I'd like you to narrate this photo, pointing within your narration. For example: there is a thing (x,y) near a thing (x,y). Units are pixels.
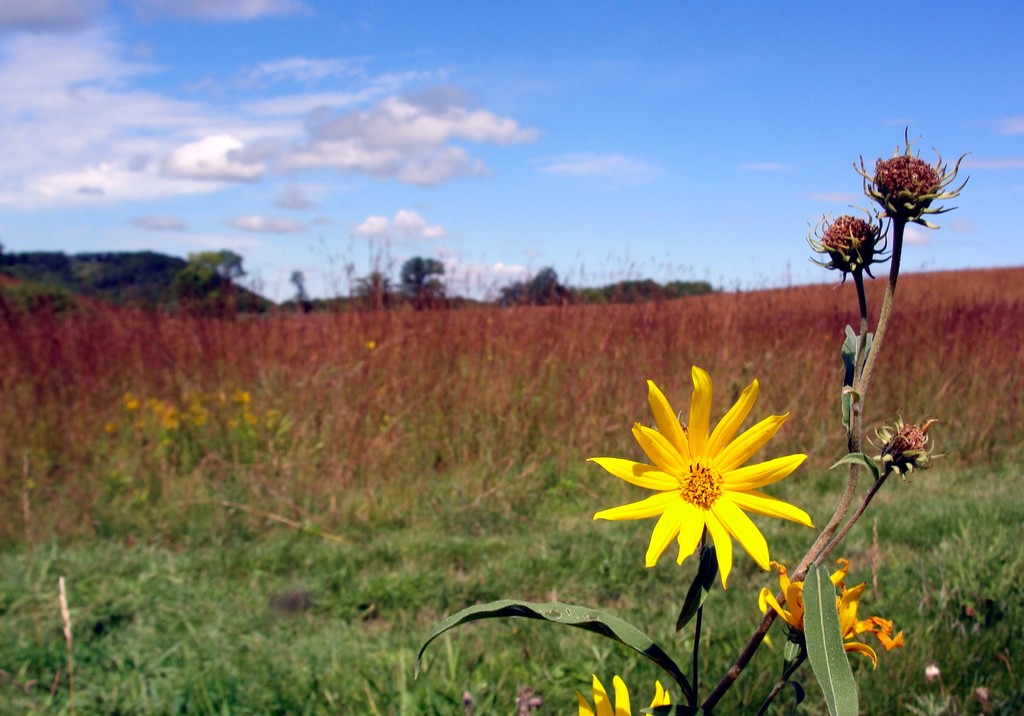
In this picture we can see some flowers (659,512) to the plant (650,637), behind we can see some plants (363,468), grass (279,617), trees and we can see cloudy sky (26,161).
